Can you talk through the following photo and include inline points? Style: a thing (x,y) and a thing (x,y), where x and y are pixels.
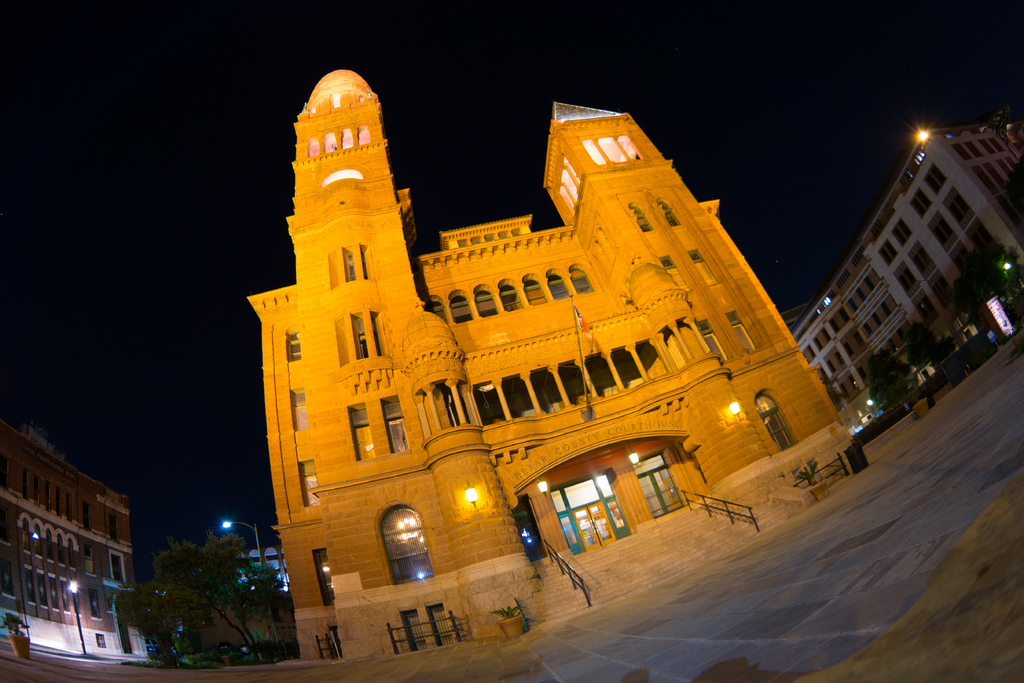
This is the building (514,388) with windows (770,425) and pillars (616,370). Here is the flag (587,321) hanging to the pole (590,413). These are the lamps (544,481), which are attached to the building wall (730,430). I can see glass doors (596,514). These are the stairs (648,543) with staircase holders (586,590). There are two flower pots (519,617) with plants (812,477) in it. These are the pillars (557,390). I can see trees (231,608). These are the streetlights (76,591). I can see two buildings (76,535).
